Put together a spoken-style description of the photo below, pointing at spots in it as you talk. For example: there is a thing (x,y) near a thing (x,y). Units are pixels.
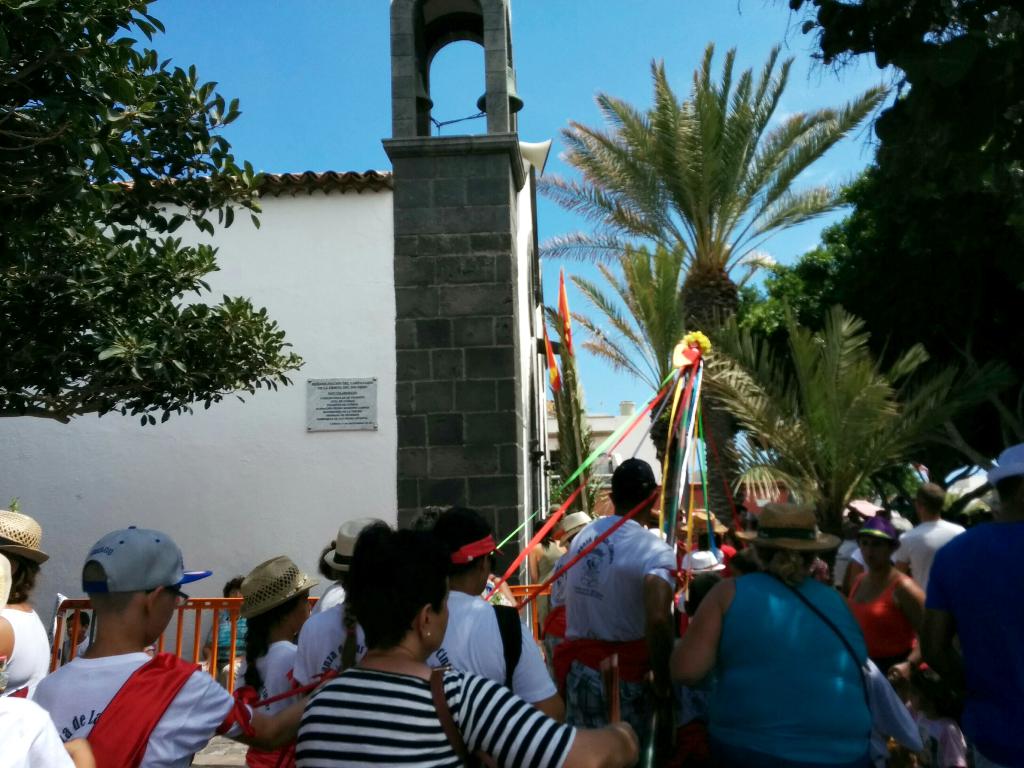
In the center of the image (366,299) there is a building (504,404). At the bottom of the image (780,605) we can see persons (565,677). On the left (31,365) and right side of the image (802,392) we can see trees (797,317). In the background (641,426) there are buildings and sky (237,41).
